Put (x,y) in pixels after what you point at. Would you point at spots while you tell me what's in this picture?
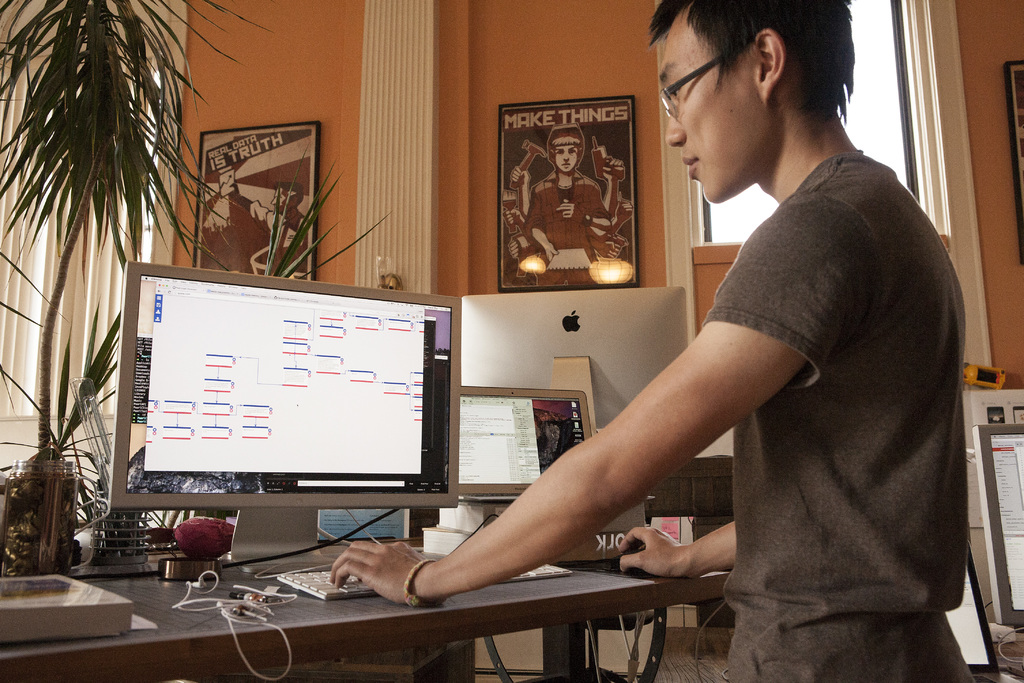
As we can see in the image there is a wall (348,134), plant (164,112), man (726,100) standing over here and a table (367,635). On table (284,622) there are laptops (470,467), keyboard (359,591) and a book (13,615).
